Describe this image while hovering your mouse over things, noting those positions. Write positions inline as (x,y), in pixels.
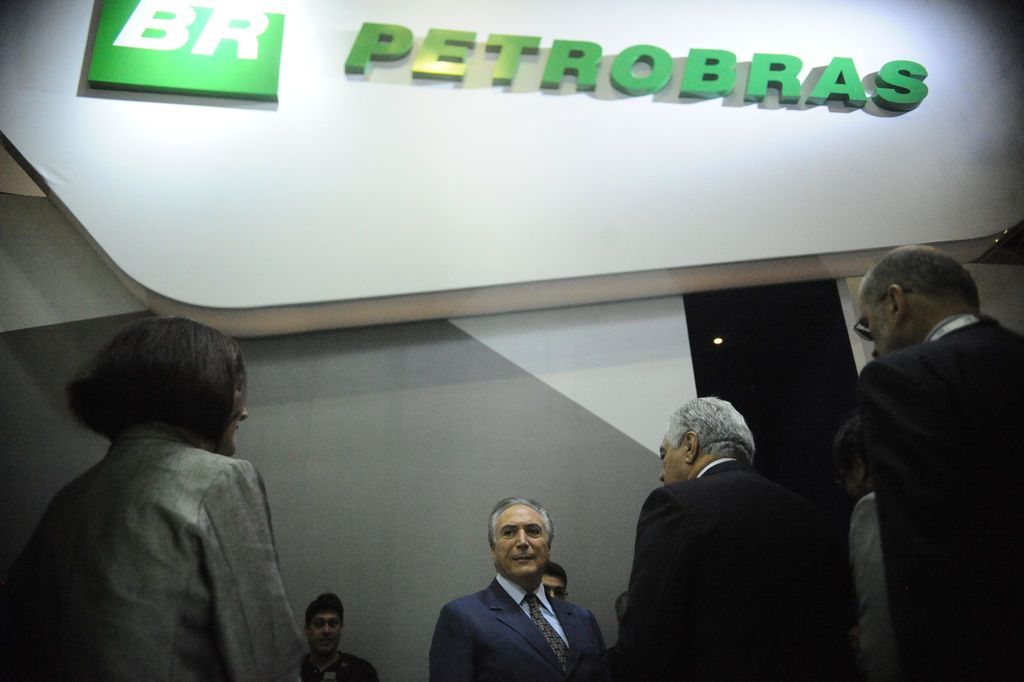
In this image there are group of persons (249,602), there is a wall (460,484) behind the person (201,641), there is a light (719,342), there is text (246,53) on the wall (412,49).
